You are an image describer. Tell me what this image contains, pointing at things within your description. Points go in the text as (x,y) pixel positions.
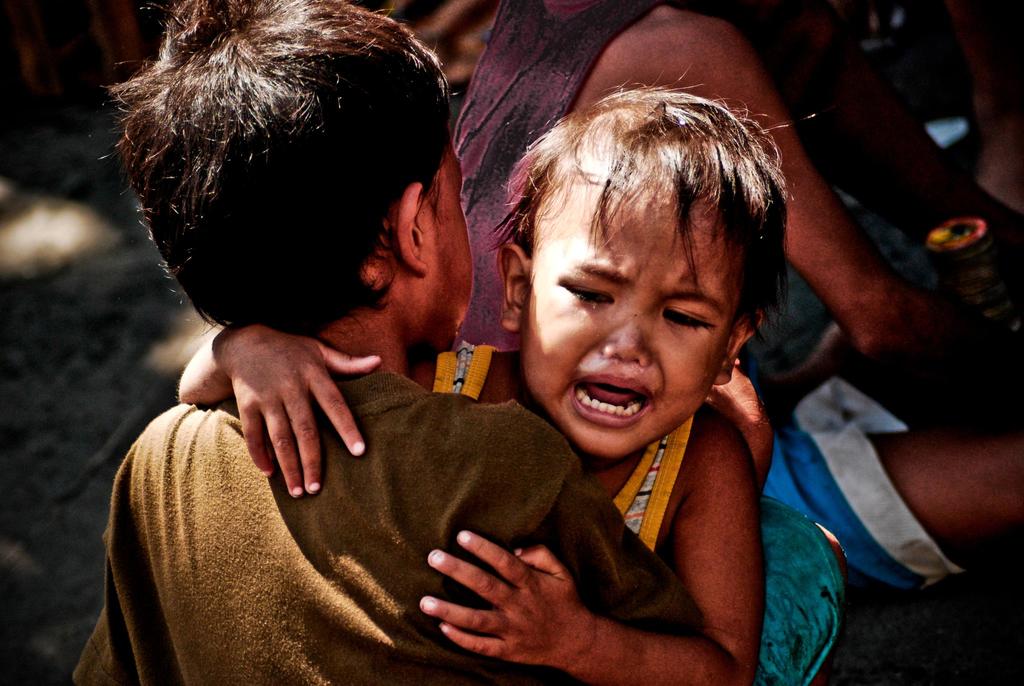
In the image a boy (682,358) is crying by hugging another boy (407,441), behind them a person (596,65) is sitting on the floor (54,512).
